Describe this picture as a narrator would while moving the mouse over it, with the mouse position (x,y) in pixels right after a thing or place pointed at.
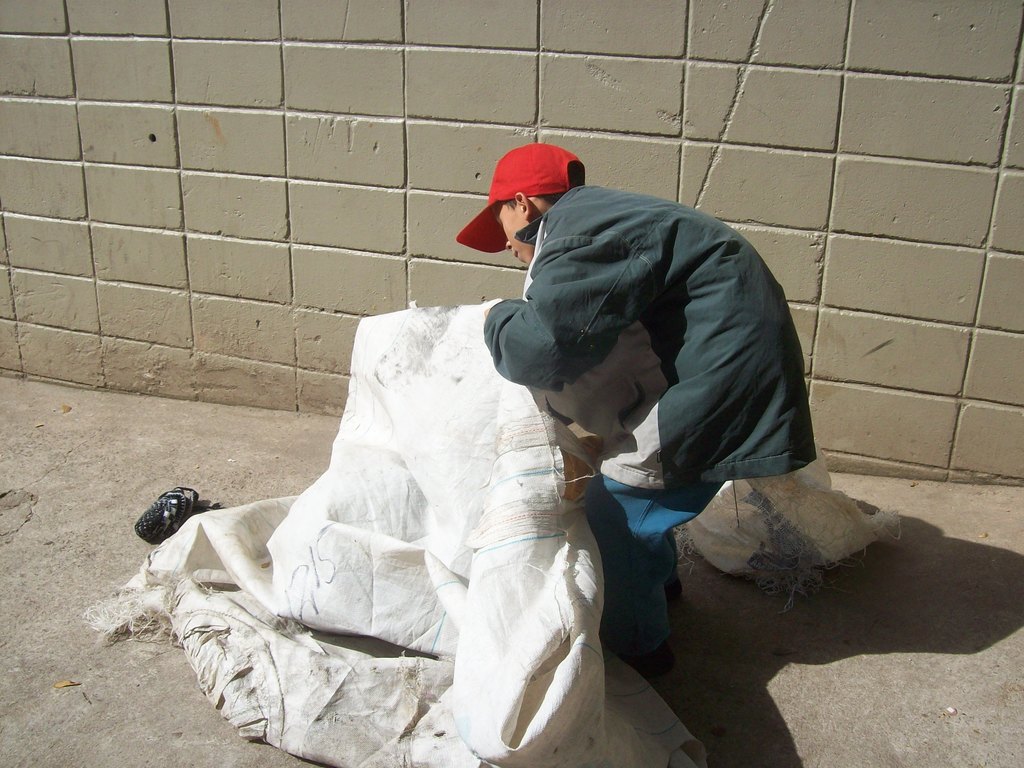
In this image I can see a man (654,212) holding a polypropylene cover (372,323), wearing a red color cap (546,190) visible in front of the wall (231,246), there is an object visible on the left side (135,534) kept on floor (30,601).
